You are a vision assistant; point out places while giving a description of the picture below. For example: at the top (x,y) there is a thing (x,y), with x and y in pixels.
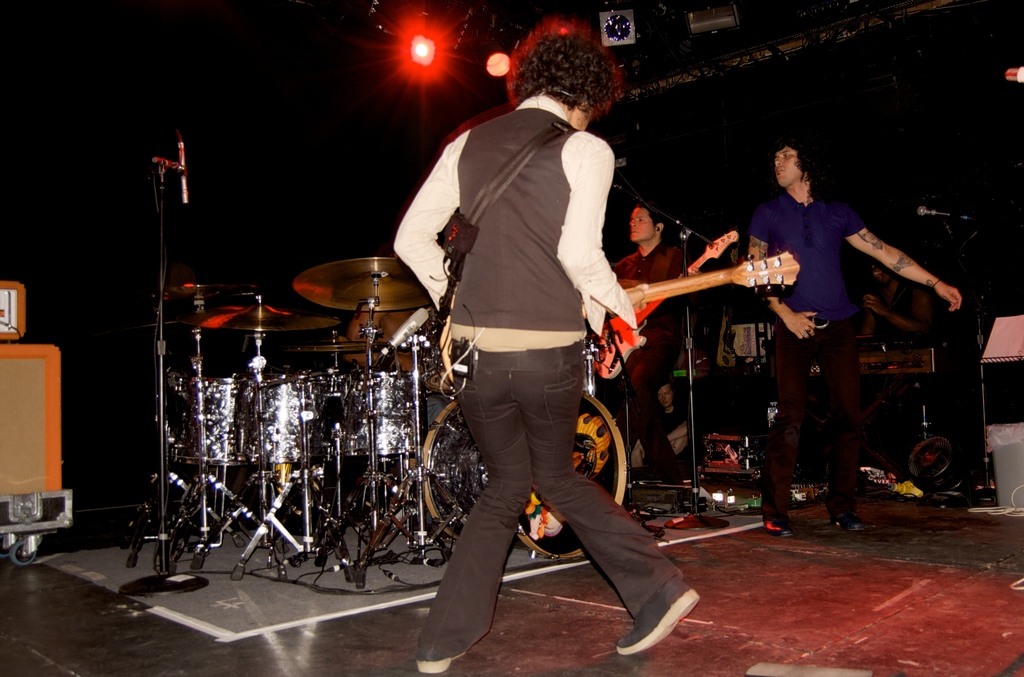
In this image I can see several people (587,311). Among them two people (628,308) are holding the musical instruments (621,323) and there is a drum set (210,433) on the stage (248,617). In the background (433,42) there is a light (421,48).
